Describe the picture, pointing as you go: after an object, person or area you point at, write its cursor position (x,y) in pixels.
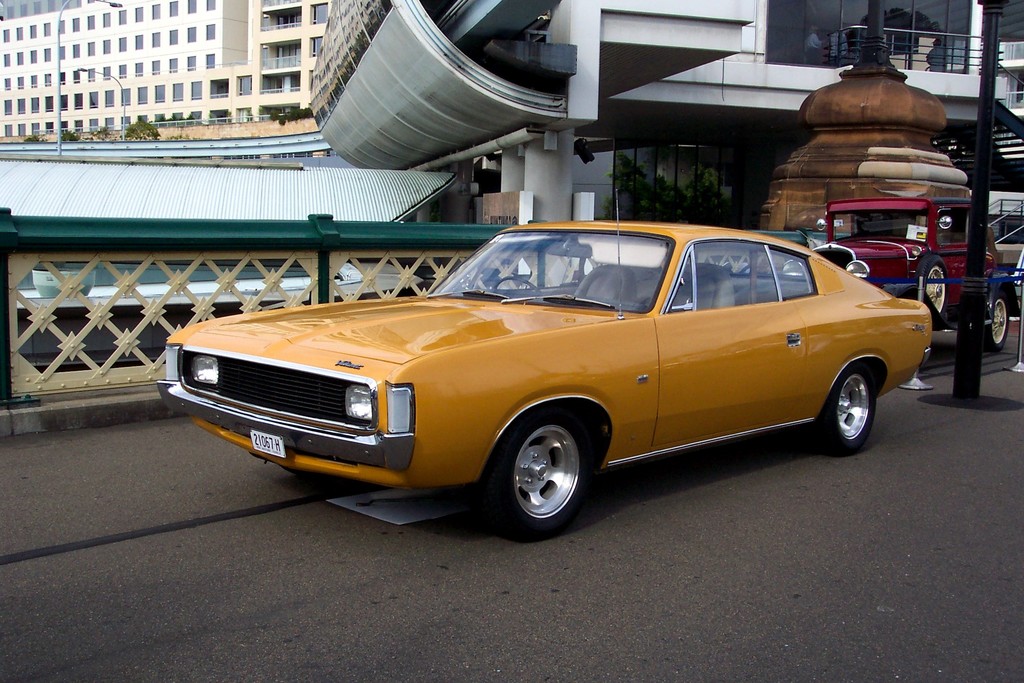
In the foreground of the picture (862,326) I can see two cars (915,199) on the road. I can see a pole (992,135) on the top right side (990,122). In the background (333,140), I can see the buildings (422,53) and glass windows (124,44). I can see two light poles (59,110) and trees (143,130) on the top left side of the picture (79,138).
